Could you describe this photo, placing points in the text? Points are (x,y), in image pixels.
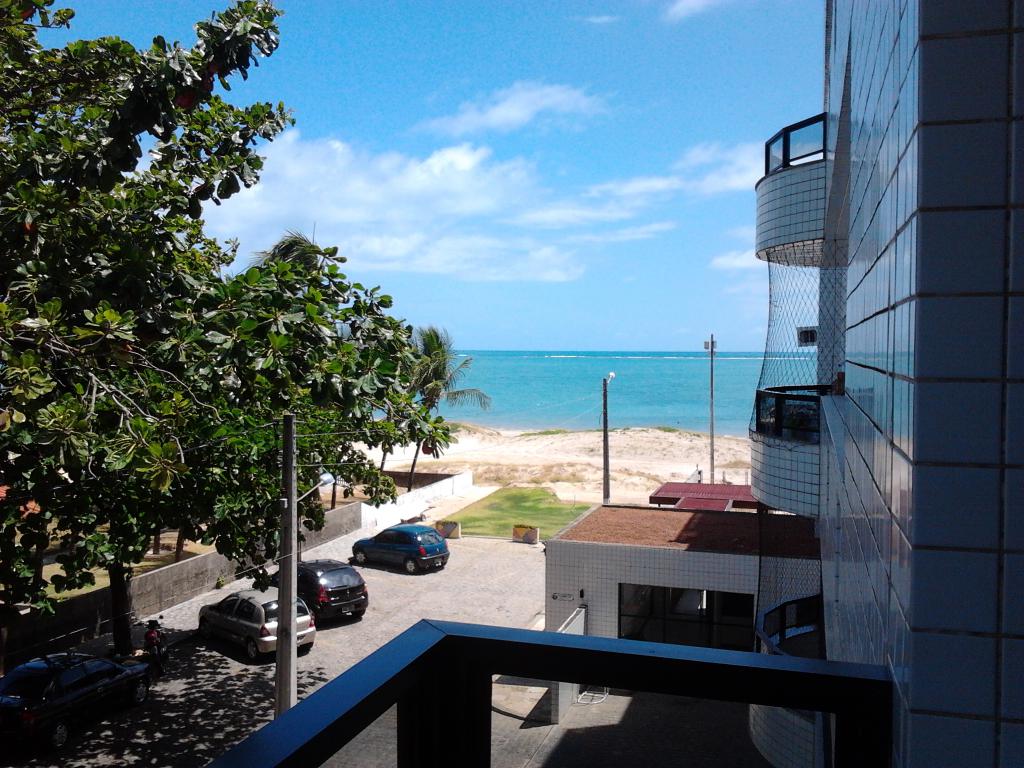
In this image we can see a building (780,441) with the railing (786,416), windows (751,628) and the net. We can also see some trees (89,551), cars (82,706) placed on the ground (467,605), a wall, street poles (318,486), wires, grass (492,523), a large water body (467,411) and the sky (417,130) which looks cloudy. On the bottom of the image (863,706) we can see the metal poles (810,707).
